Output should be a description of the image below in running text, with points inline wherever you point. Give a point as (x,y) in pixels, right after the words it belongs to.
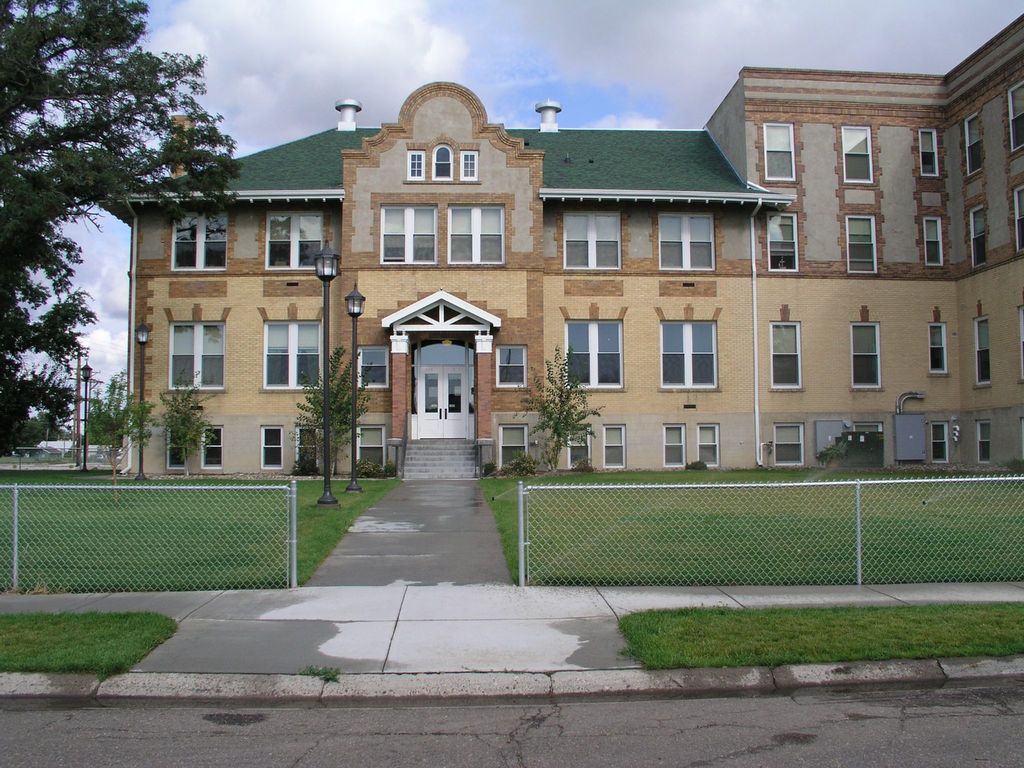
In this image we can see fences (161,515), road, grass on the ground (566,679), light poles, trees (41,41), building (565,244), windows (400,249), doors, steps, metal objects (551,127) and clouds (436,43) in the sky (436,43).
